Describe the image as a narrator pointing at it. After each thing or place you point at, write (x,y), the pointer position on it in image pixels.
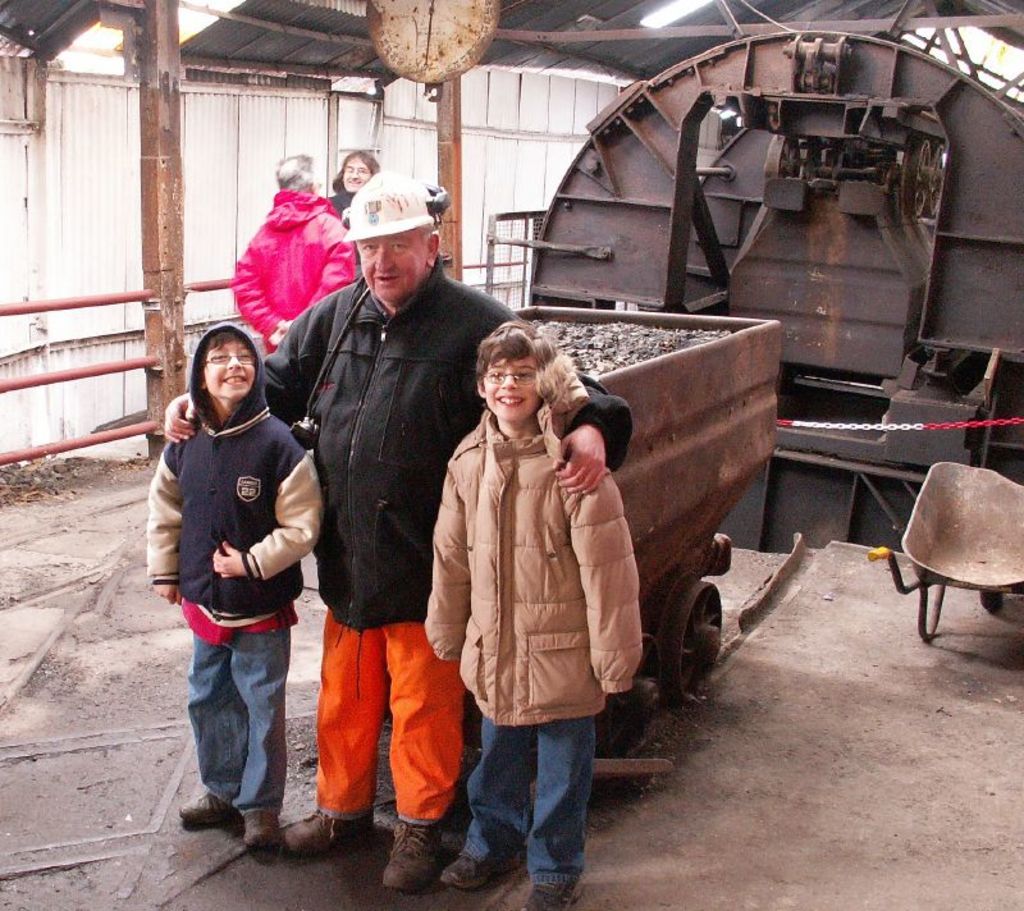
In this picture, we see the man (427,395) and the two boys (479,687) are standing. All of them are smiling. Behind them, we see the trolley vehicle (667,526). Beside that, we see two people (347,167) are standing. Beside them, we see the railing (148,292) and the poles (185,361). In the background (730,233), we see the machinery equipment (662,168) and a wall (477,132) which is made up of iron sheets (516,119). At the top (620,15), we see the roof (329,5) of the shed (548,108).
